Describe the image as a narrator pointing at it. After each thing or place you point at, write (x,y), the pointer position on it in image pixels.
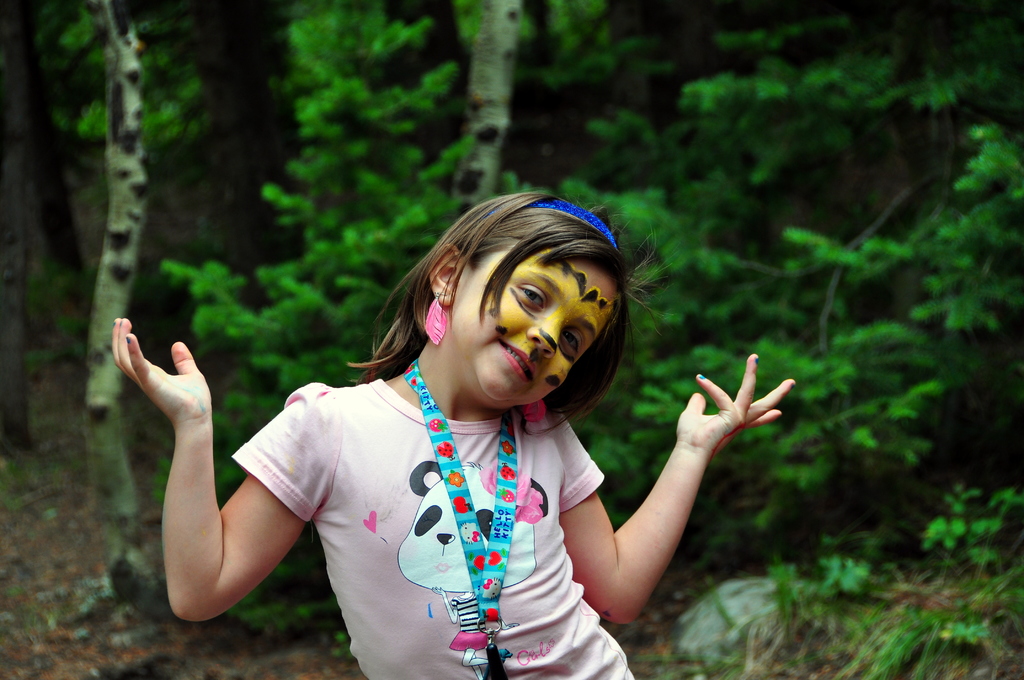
In this image I can see a person (392,458) and the person (650,564) is wearing pink color shirt (529,524), background (844,71) I can see trees (318,223) in green color.
